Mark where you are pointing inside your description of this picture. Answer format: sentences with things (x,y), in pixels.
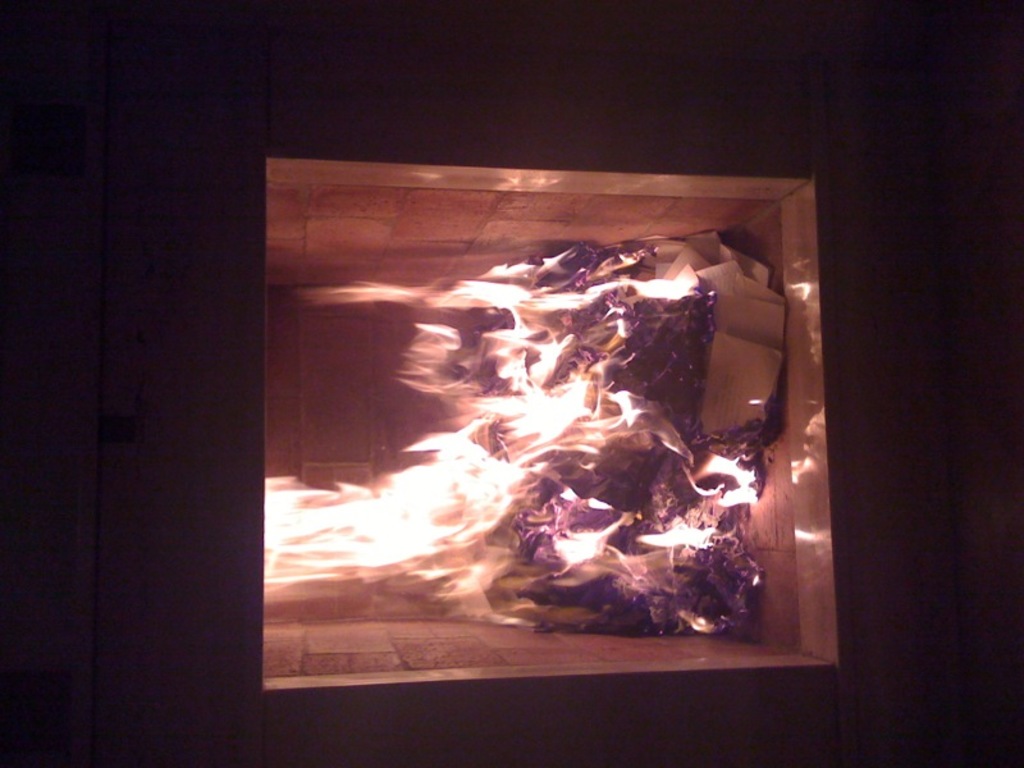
In this picture we can see fire (596,426) and wall (410,228) in the middle (559,375), there is a dark background (68,87).
